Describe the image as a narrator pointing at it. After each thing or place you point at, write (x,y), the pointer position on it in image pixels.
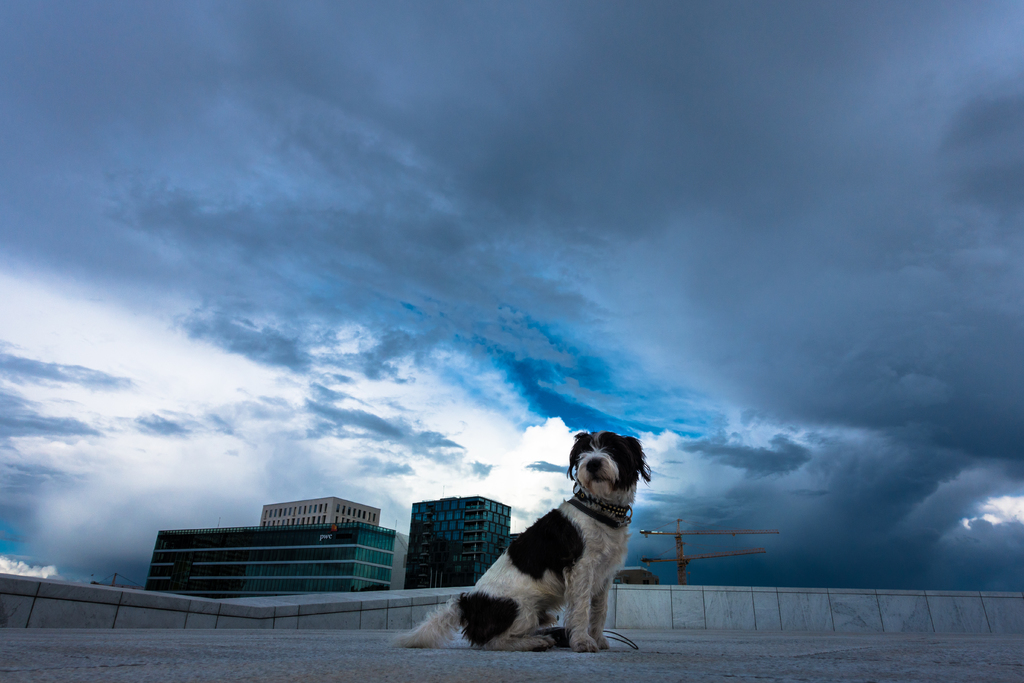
In the center of the image (614,433) there is a dog (503,575) on the floor (582,658). In the background of the image (442,568) there are buildings (377,554). At the top of the image (418,145) there is sky (302,320) and clouds (542,257). There is crane (705,556) in the background of the image (678,558).
